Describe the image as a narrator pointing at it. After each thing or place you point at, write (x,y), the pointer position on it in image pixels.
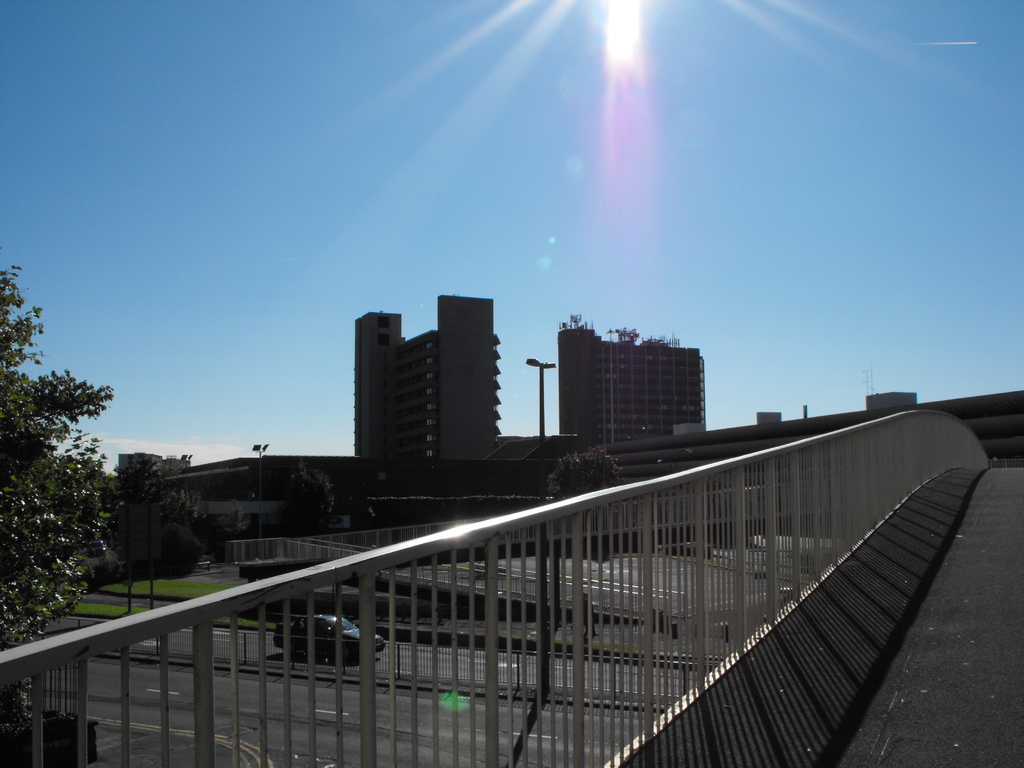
Here there are buildings (599,413) and trees (80,493), this is sky (567,211).
